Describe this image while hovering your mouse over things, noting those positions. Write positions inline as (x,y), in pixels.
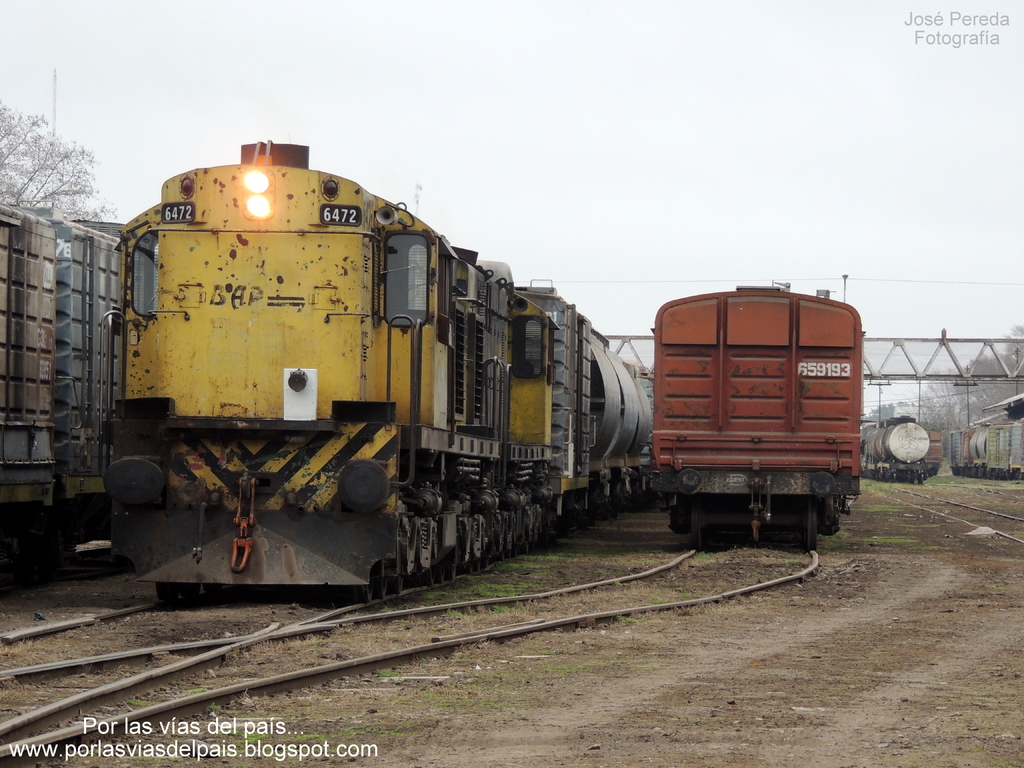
In this picture there are trains (311,379) on the railway tracks (273,662). I can observe a foot over bridge (996,349) on the right side (1008,346). In this picture I can observe some text (170,749) on the bottom left side (103,730) and top right side (927,18). In the background (924,31) there is a sky (879,51).
